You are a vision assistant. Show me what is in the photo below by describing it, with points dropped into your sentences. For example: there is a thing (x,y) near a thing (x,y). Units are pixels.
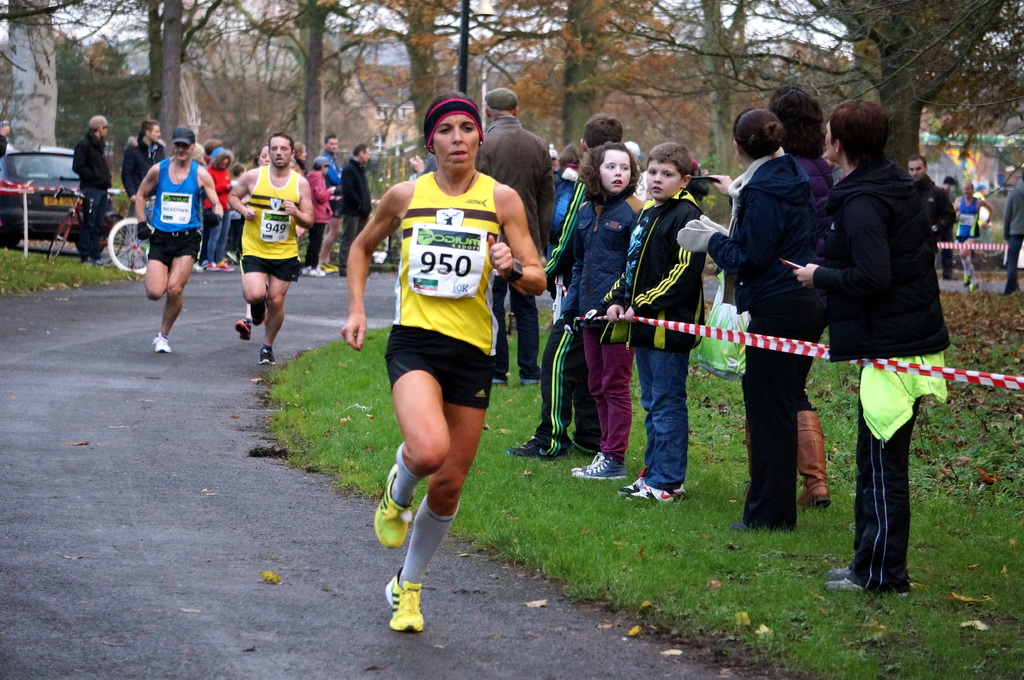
In this picture I can see the road (35,298) in front, on which there are few people (446,339) running and I can see few more people (412,158) standing on the grass (929,597). In the background (22,227) I can see a car (3,241) and number of trees (597,73).
